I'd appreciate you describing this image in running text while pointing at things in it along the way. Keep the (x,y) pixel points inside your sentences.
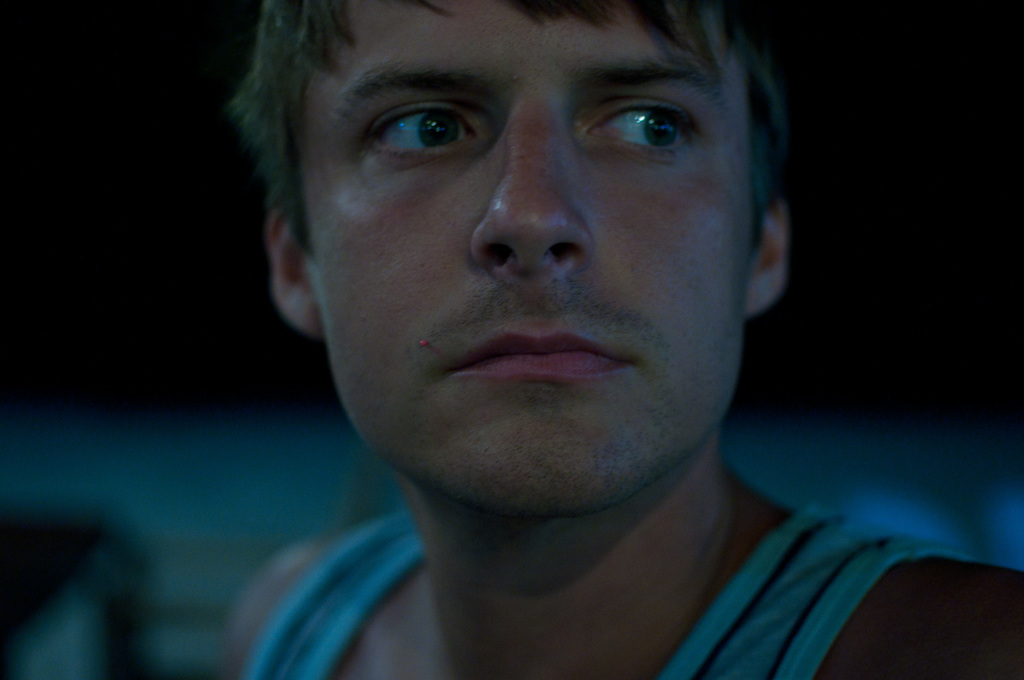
In this image we can see a man (538,280). In the background (227,314) the image is dark and blur.
